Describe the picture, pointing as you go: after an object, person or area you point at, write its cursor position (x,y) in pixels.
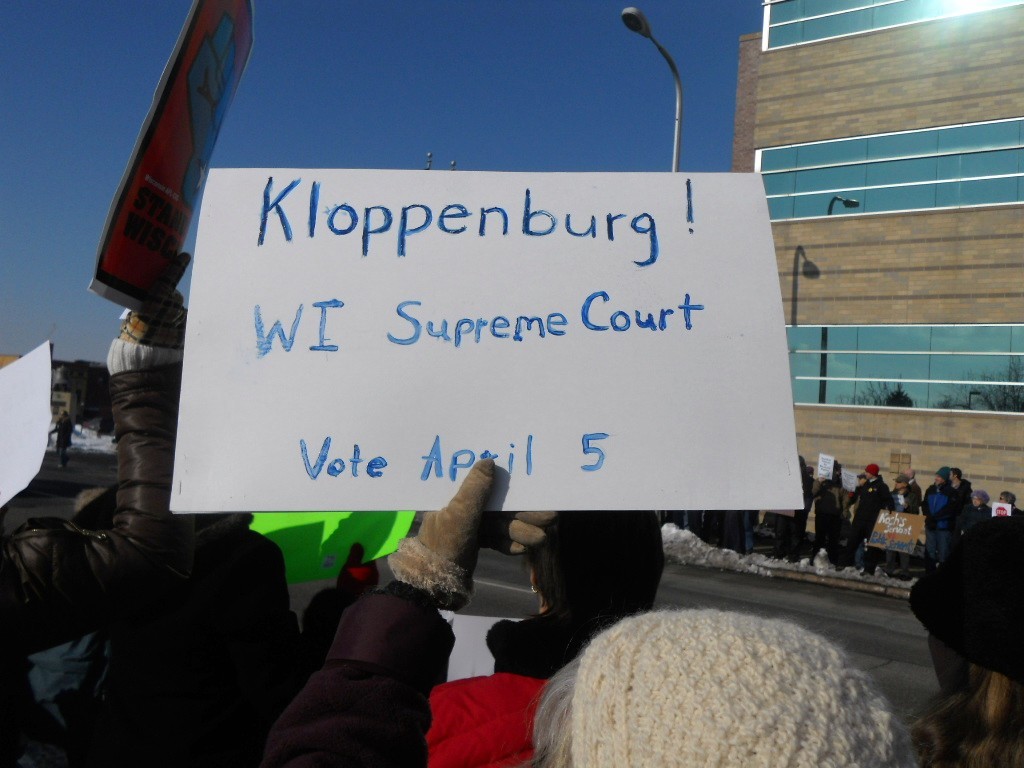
In this image, we can see a few people (964,694) holding boards (533,290) with some text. We can see a pole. There is a building (926,333) with some glasses (853,168). We can see the ground (770,613) and the sky (323,18).
